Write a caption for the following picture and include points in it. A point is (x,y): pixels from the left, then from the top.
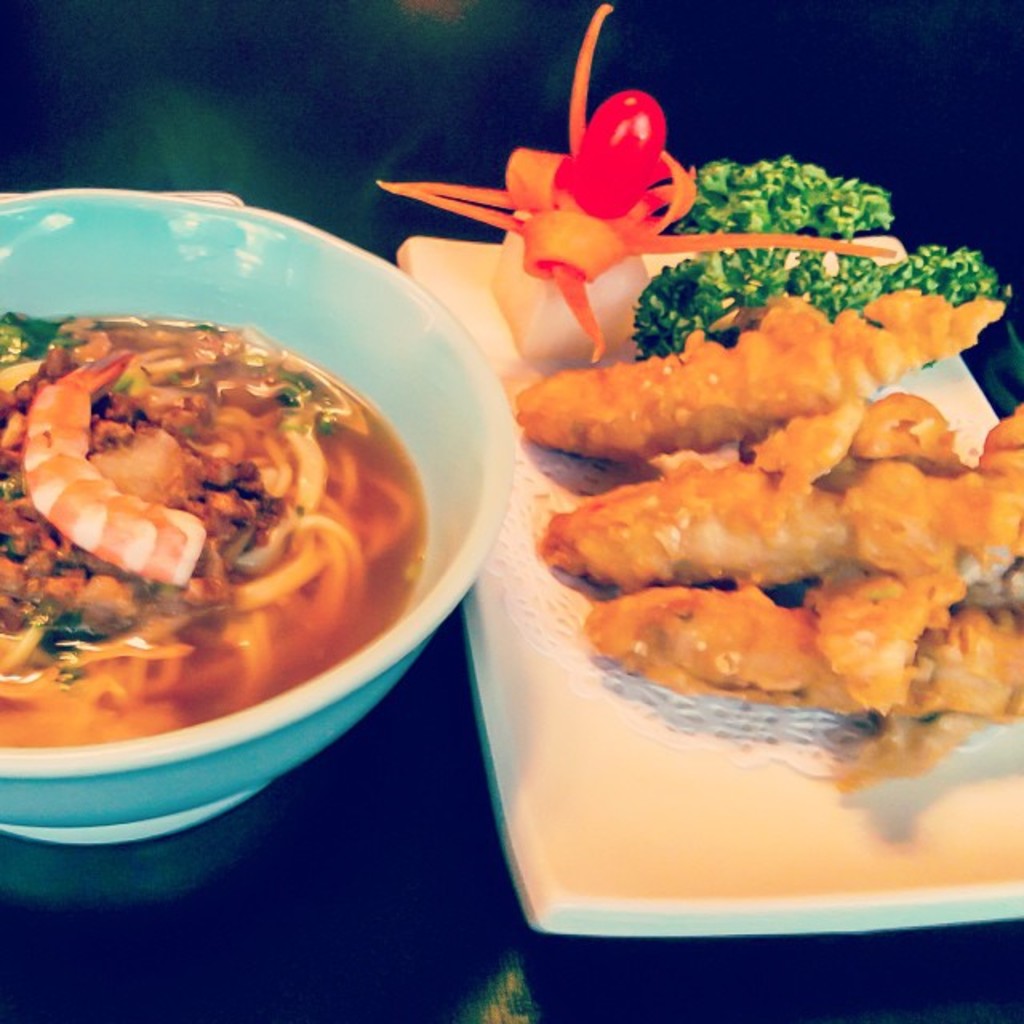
In this picture, we see a white plate (728,766) or a tray (759,824) containing the food items (668,373) and a blue bowl (293,741) containing the food (212,454) are placed on the black table (347,808). In the background (512,105), it is black in color.
